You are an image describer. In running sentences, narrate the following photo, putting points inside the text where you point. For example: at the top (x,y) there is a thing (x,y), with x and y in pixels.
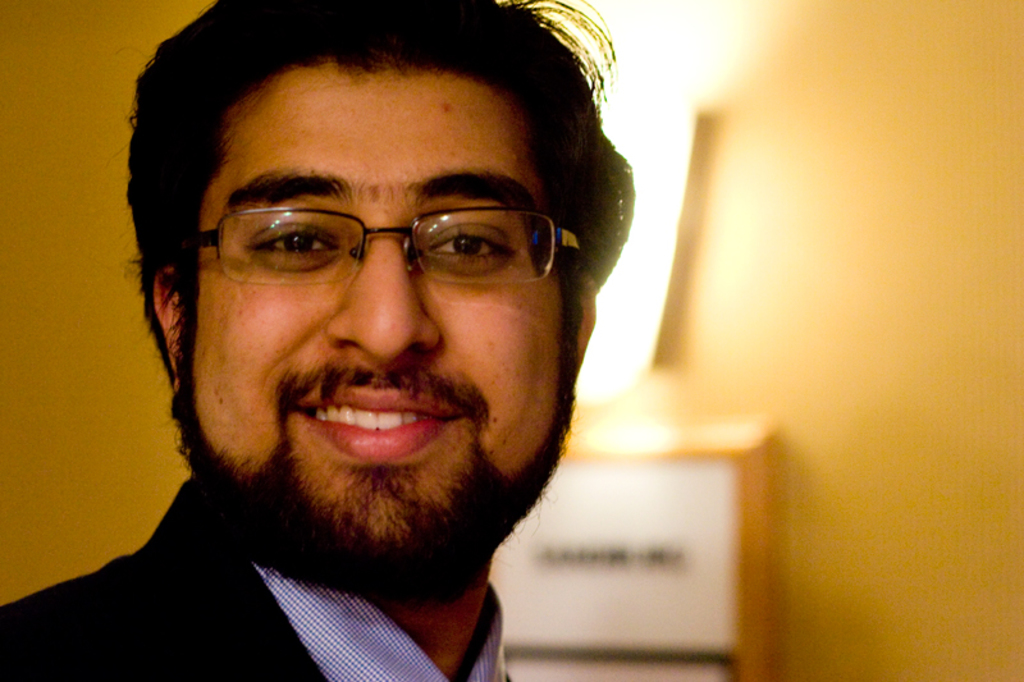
In this image I can see the person (334,415) with the blazer (163,627), shirt (395,667) and specs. In the background (595,330) I can see the light (615,381), an object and the yellow color wall (761,235).
